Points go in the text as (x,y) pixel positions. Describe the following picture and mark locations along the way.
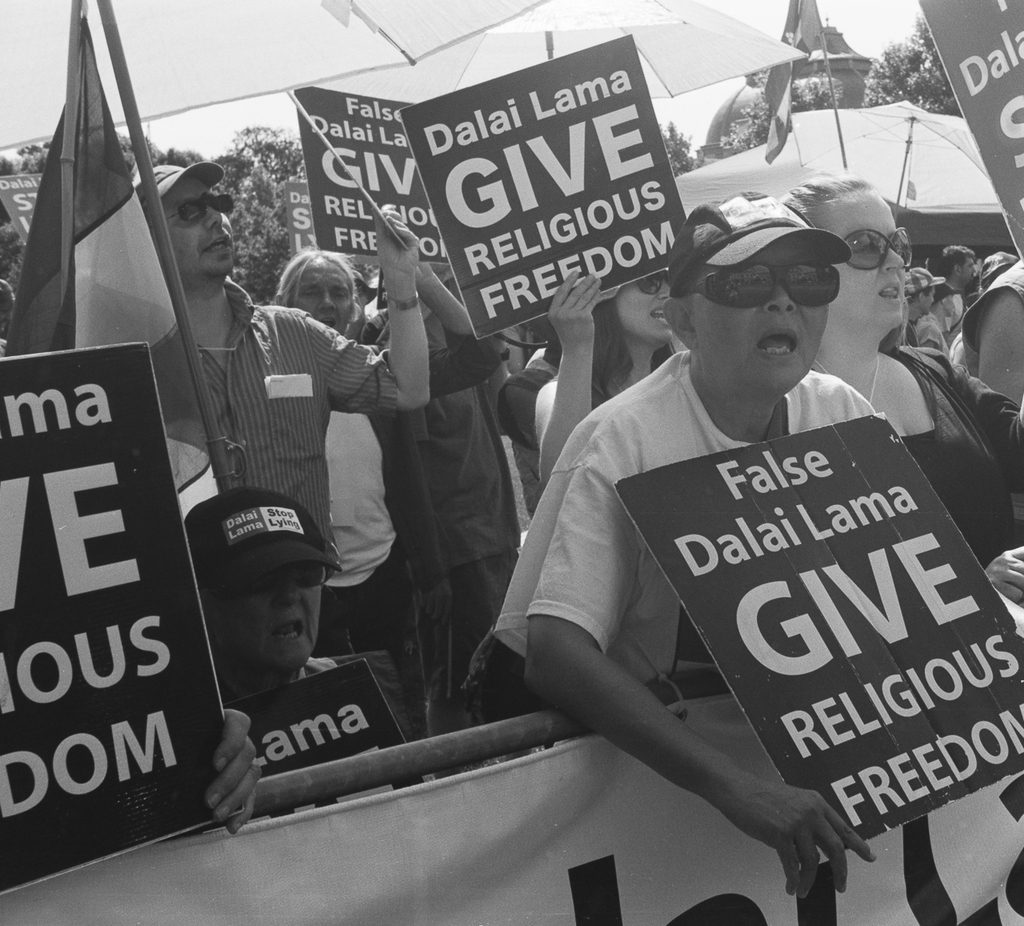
This picture is clicked outside. In the foreground (363,884) we can see the text (76,524) on the banner (292,832) and on the boards (451,172) and we can see the metal rod (344,758), flag (77,137) attached to the pole (201,373), umbrellas (383,33) and group of persons (441,322) holding the boards (369,155) and standing. In the background (839,20) we can see the sky (878,26), trees (918,55) and some other objects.
